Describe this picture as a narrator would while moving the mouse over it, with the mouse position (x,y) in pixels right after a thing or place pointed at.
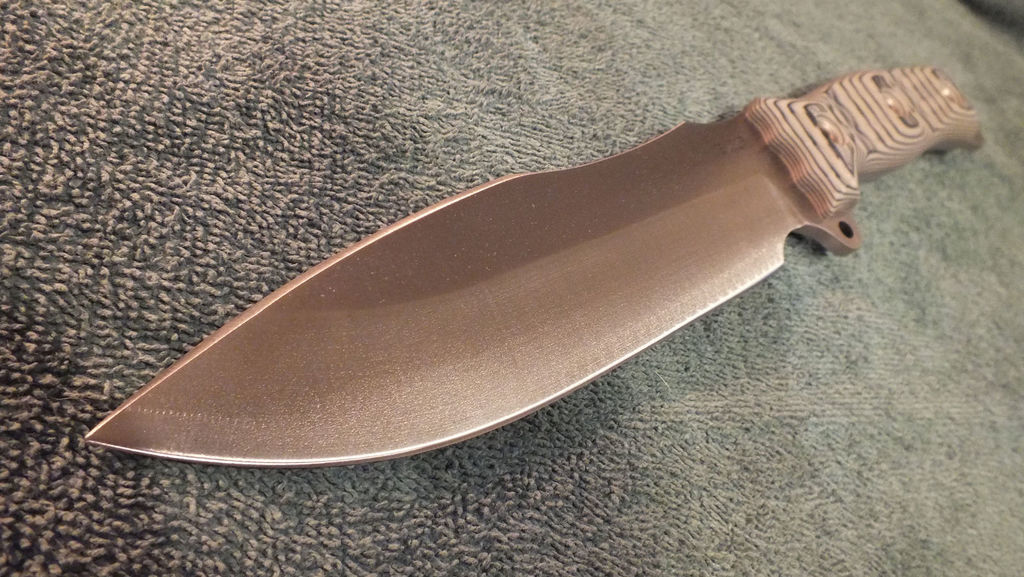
In this image I can see a knife (277,307) on a surface (758,454).
